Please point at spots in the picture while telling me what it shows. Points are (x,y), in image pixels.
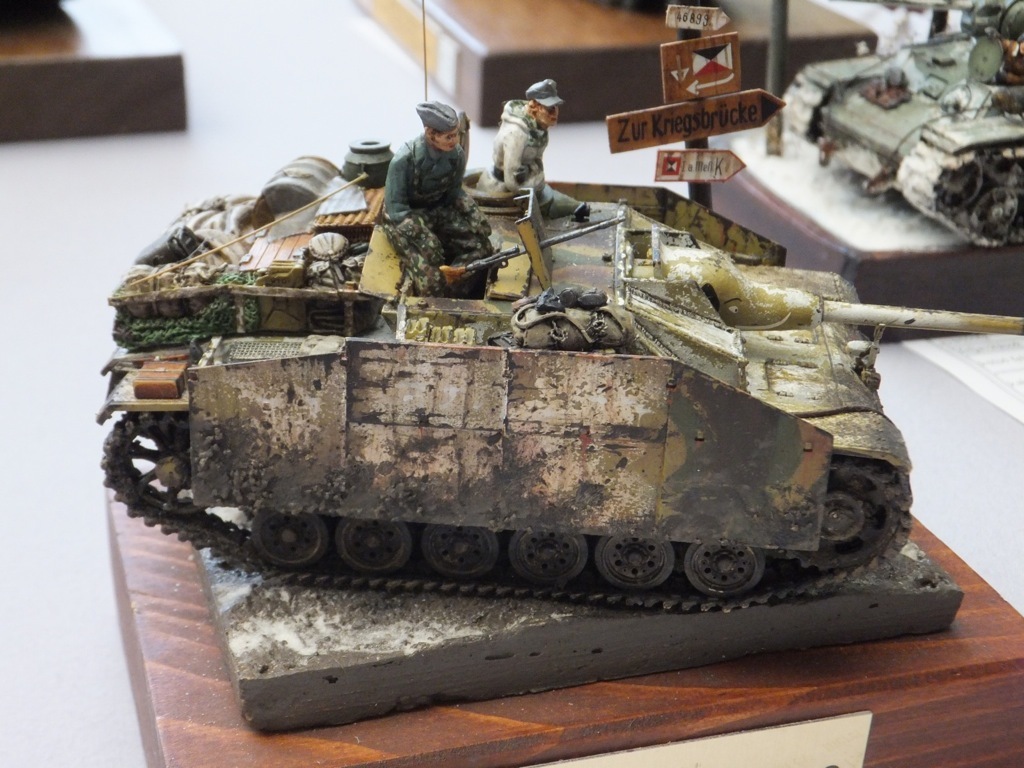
This picture shows few war tanker toys (503,320) on the table (86,202).
